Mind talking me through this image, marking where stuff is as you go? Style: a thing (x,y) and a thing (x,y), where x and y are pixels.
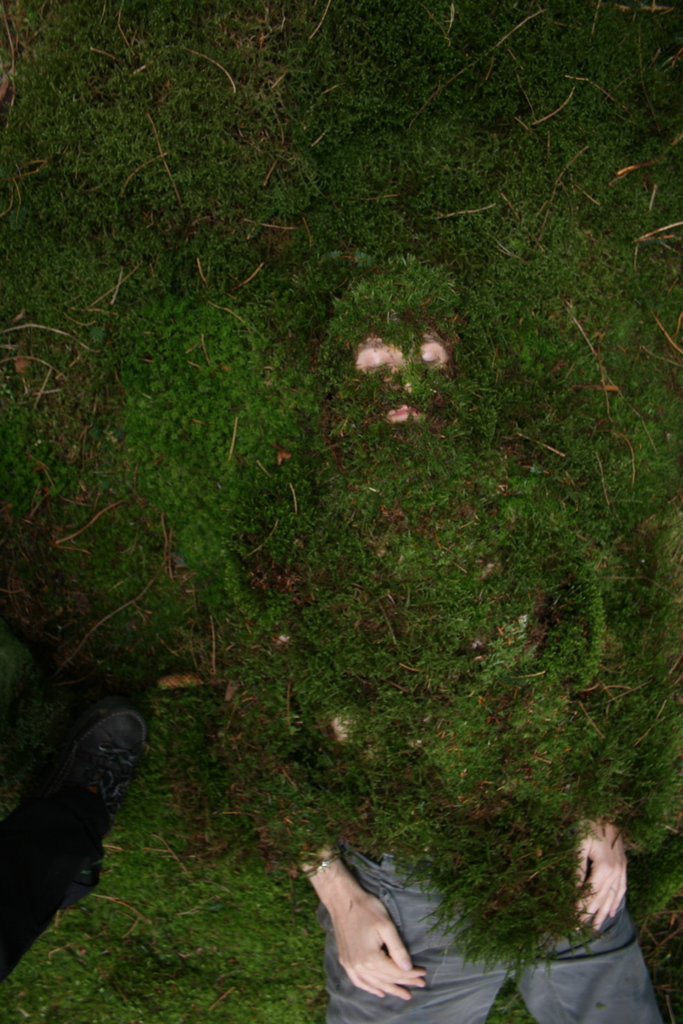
In this picture there is a man (587,745) covered with grass (528,485) lying on the ground (51,946).
